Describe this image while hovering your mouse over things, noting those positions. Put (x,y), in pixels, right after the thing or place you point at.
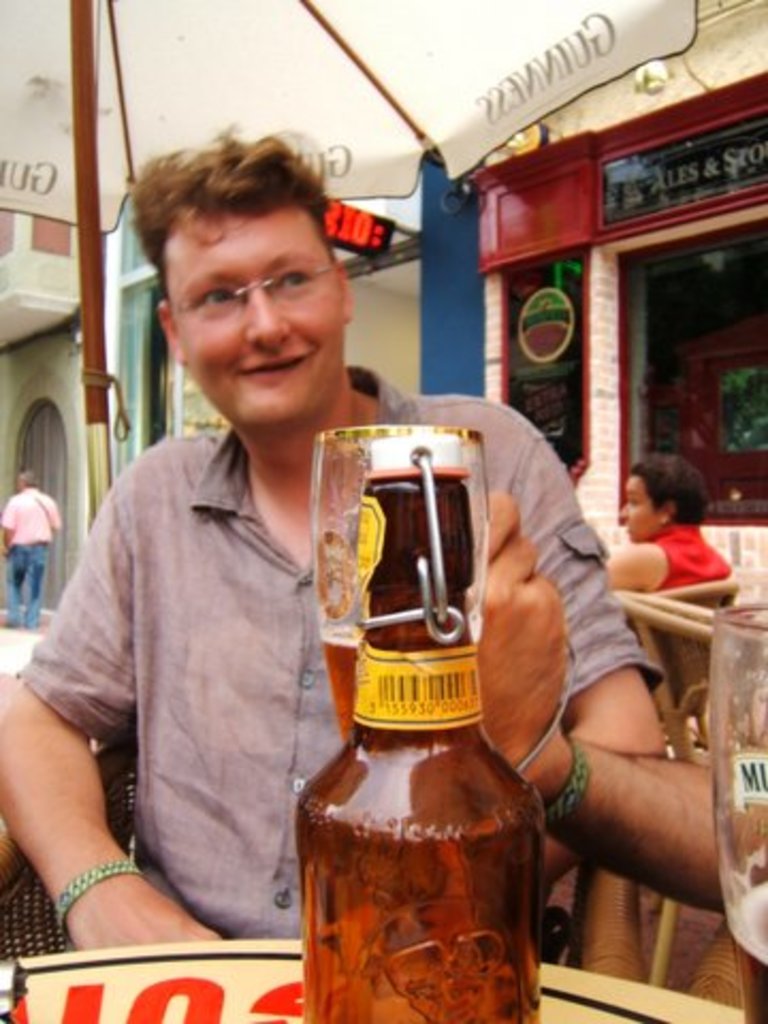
It seems to be the picture is taken outside the restaurant (723,412). In the image there is a man (284,514) sitting on chair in front of a table (158,973), on table (145,976) we can see a bottle (447,777), glass (343,619) with some drink (339,634). On right side (633,552) there is woman (643,555) sitting on chair (701,652) and a window (694,437) which is closed, on left side (34,507) there is a man (26,518) walking. On top (186,80) there is a white color umbrella (187,67).
